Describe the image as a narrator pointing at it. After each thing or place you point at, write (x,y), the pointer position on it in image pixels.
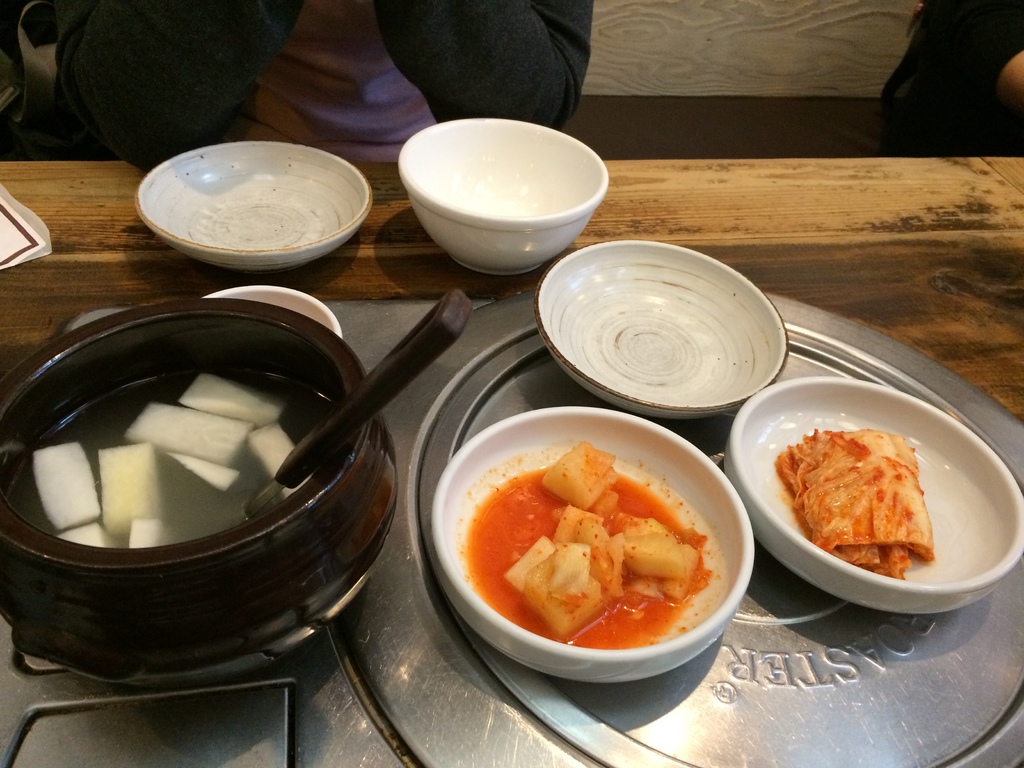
In this picture we can see a table (841,314), there are plates (934,405) and bowls (496,210) placed on the table (272,282), we can see some food (849,504) in these two plates (775,523), we can see a spoon (297,468) and soup (278,419) in this bowl (345,465), there are two persons (387,93) sitting in the background (919,107), on the left side (36,239) there is a paper (23,252).
